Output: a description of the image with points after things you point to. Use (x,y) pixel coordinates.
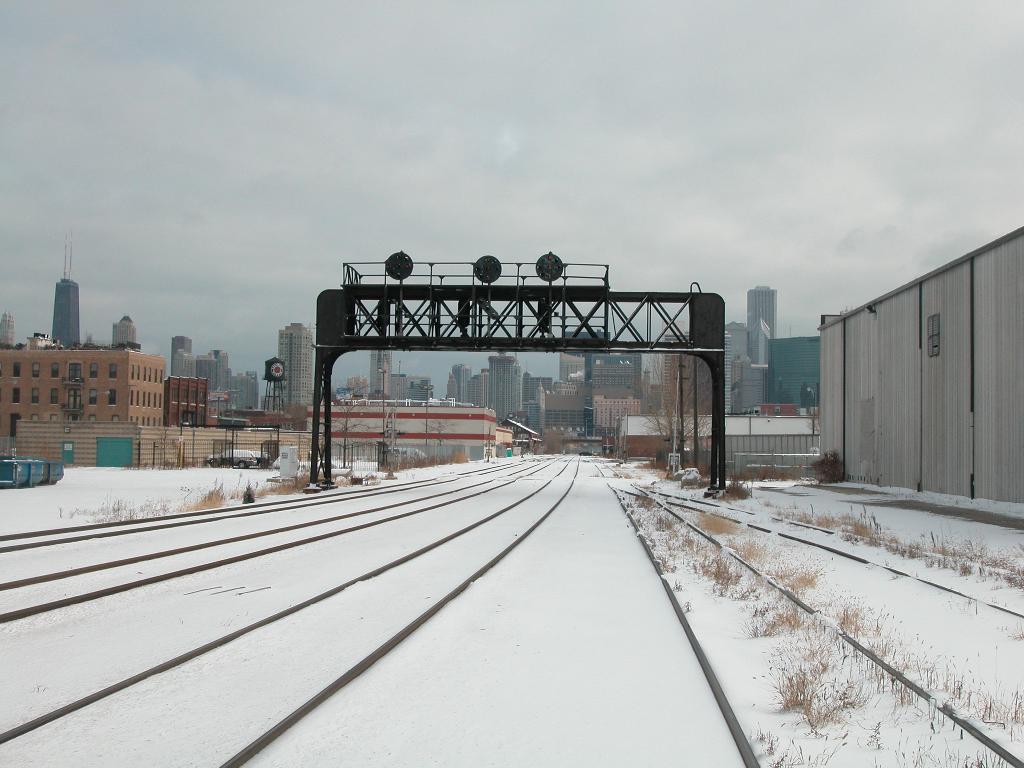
In this image, we can see the ground (416,605) covered with snow (775,603), some objects (670,465) and grass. We can see some railway tracks (358,513). We can also see the metallic arch (335,336). There are a few buildings (373,401) and poles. We can also see an object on the right (957,486). We can see the sky (521,199) with clouds (670,306).
